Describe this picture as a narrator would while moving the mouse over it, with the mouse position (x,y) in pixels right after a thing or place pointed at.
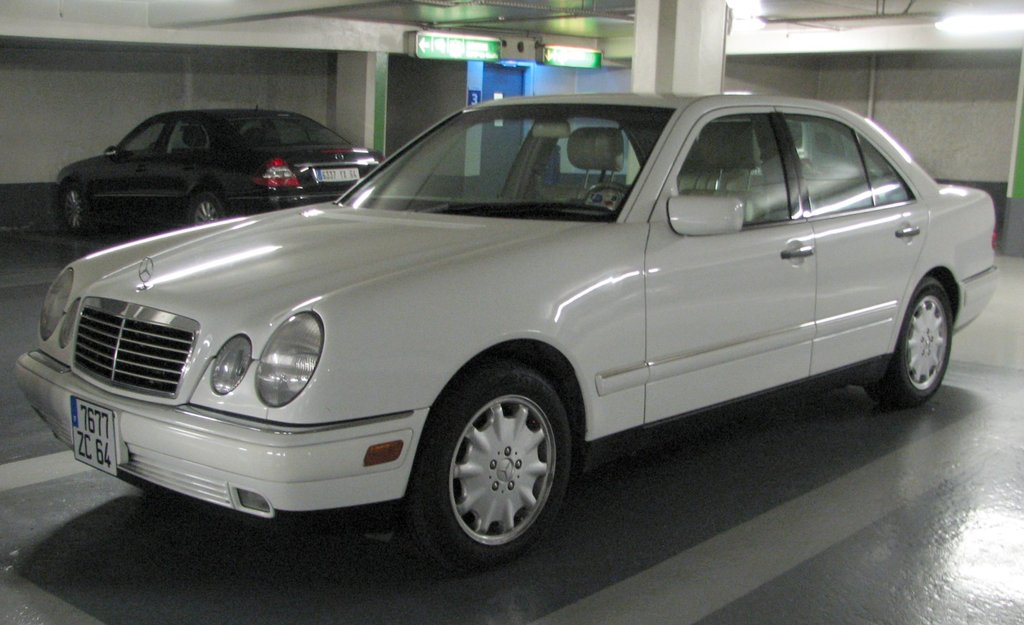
As we can see in the image there are two cars (354,261), wall (956,61) and lights (965,19). the car (464,140) in the front (460,307) is in white color car (633,288) and the other is in black color.
